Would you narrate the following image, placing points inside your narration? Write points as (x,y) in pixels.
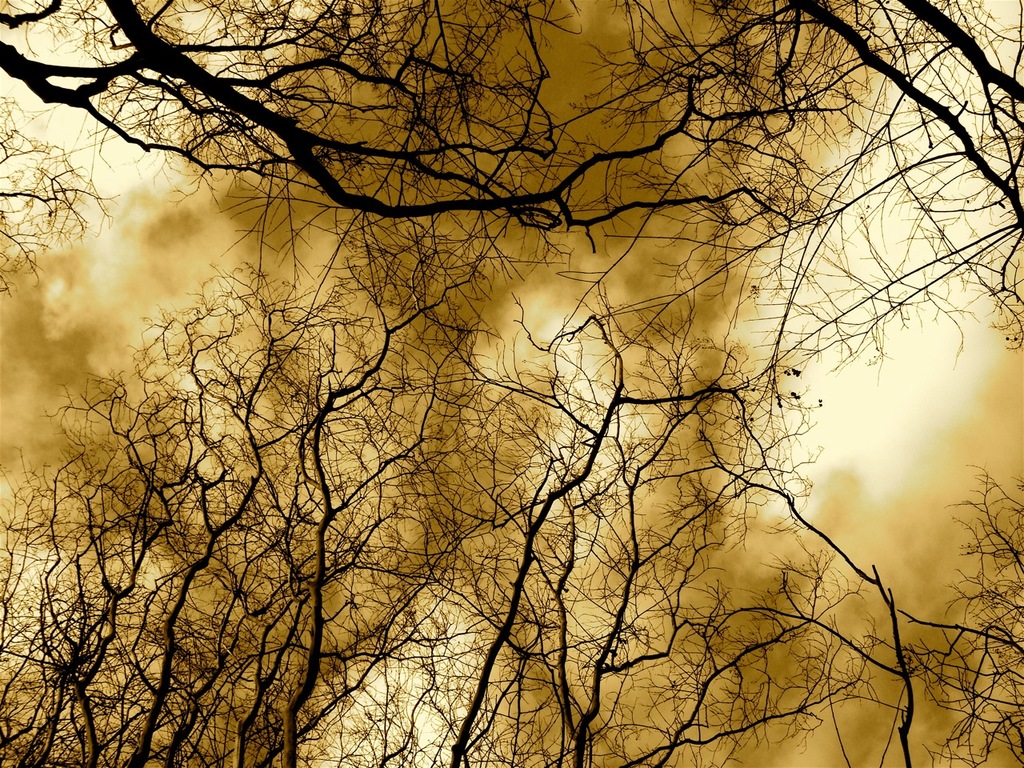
In this image I can see few trees (454,519) which are black in color and the brown colored smoke (95,326). In the background (902,405) I can see the sky (344,296).
